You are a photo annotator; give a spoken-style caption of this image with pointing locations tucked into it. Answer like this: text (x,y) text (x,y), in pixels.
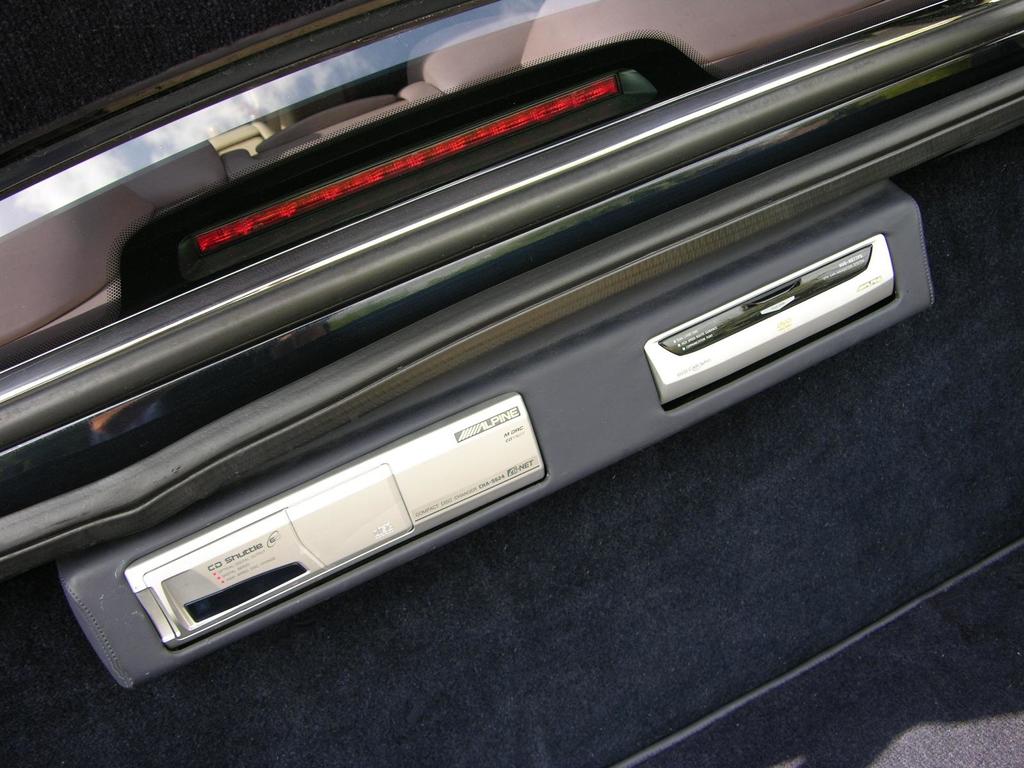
In this image we can see backside of a car (184,321). Also we can see brake light (493,126) and some buttons (392,475).
